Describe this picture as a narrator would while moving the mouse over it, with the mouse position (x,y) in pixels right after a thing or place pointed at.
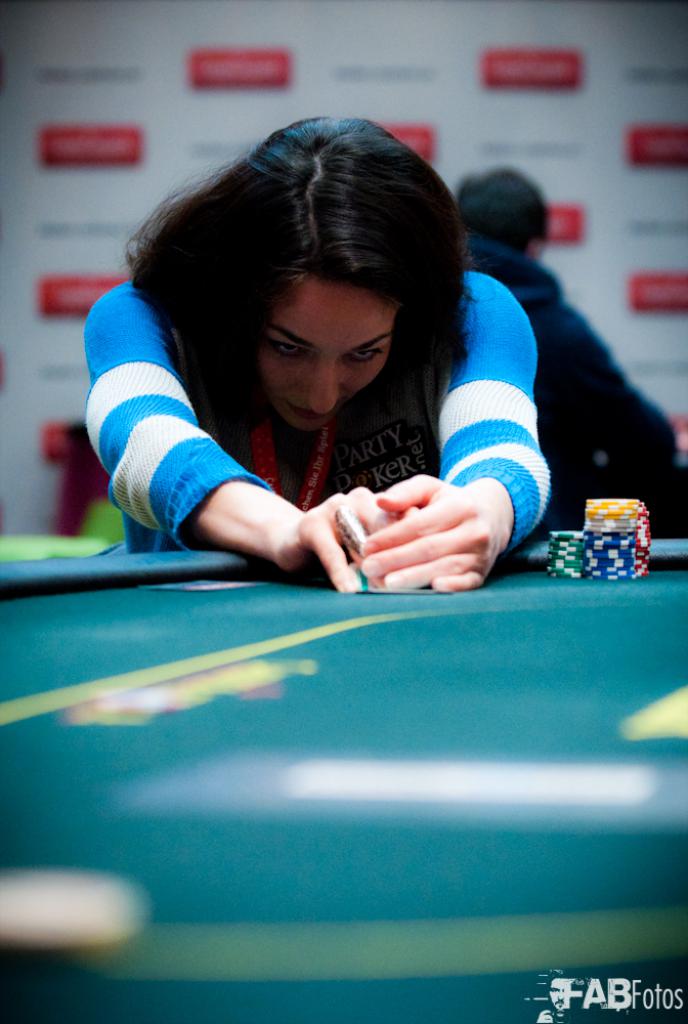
In the front of the image (494,908) there is a table (469,714) and woman (330,279). On the table (478,601) there are objects (628,575). In the background of the image (619,358) there is a person (610,375) and hoarding (138,97). At the bottom right side of the image (543,1013) there is a watermark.
